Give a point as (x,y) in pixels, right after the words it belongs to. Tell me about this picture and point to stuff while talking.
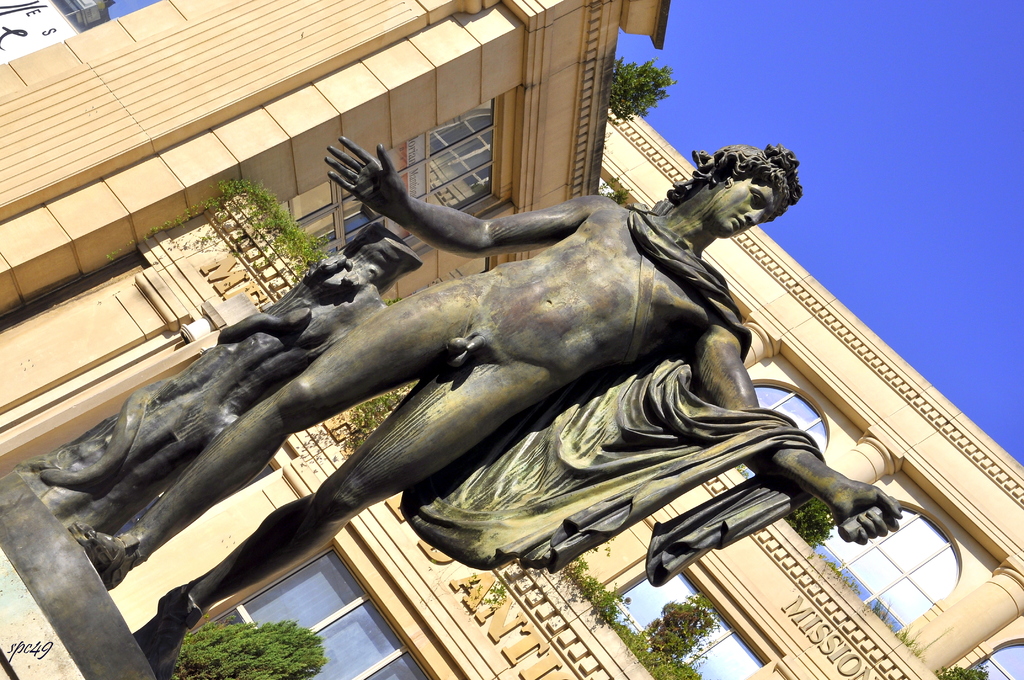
In the picture we can see a sculpture (611,367) of the man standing on the stone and behind the sculpture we can see the building (596,634) with windows (378,671) and plants (284,679) near it and on the top of the building (152,214) we can see the part of the sky (922,255).
